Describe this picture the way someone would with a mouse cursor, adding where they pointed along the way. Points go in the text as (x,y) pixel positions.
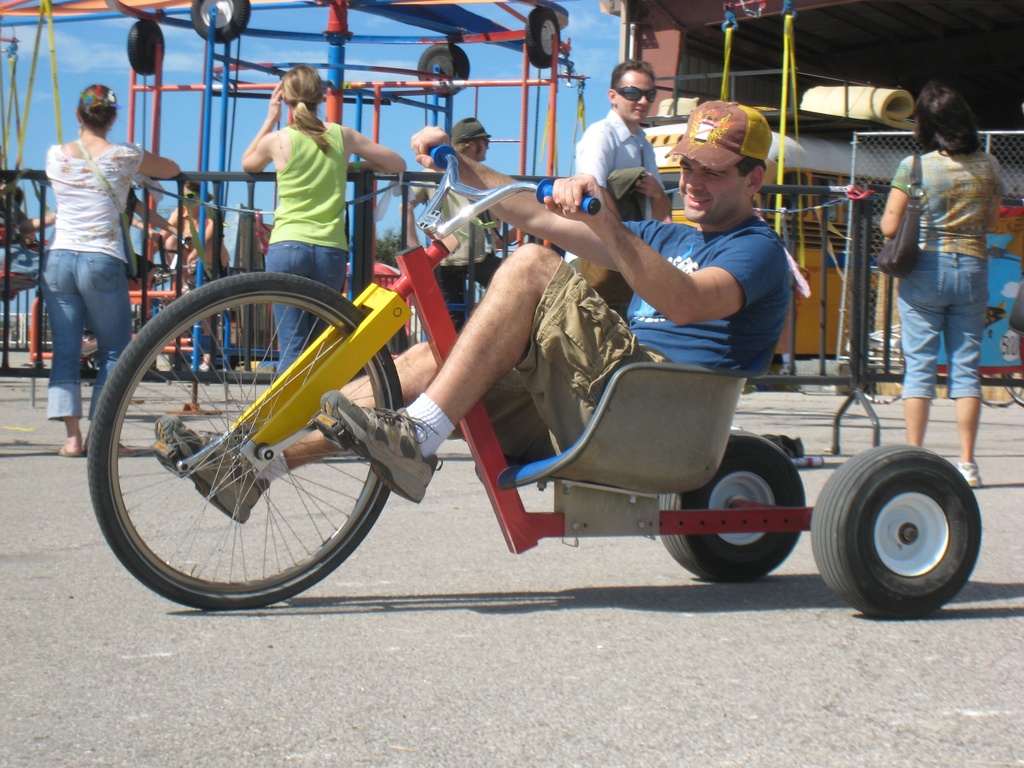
Few persons (944,174) are standing and this person (555,287) sitting and riding vehicle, this person (958,184) wear bag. On the background (594,45) we can see sky (599,42), vehicles (824,157) on the road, fence (367,190).
